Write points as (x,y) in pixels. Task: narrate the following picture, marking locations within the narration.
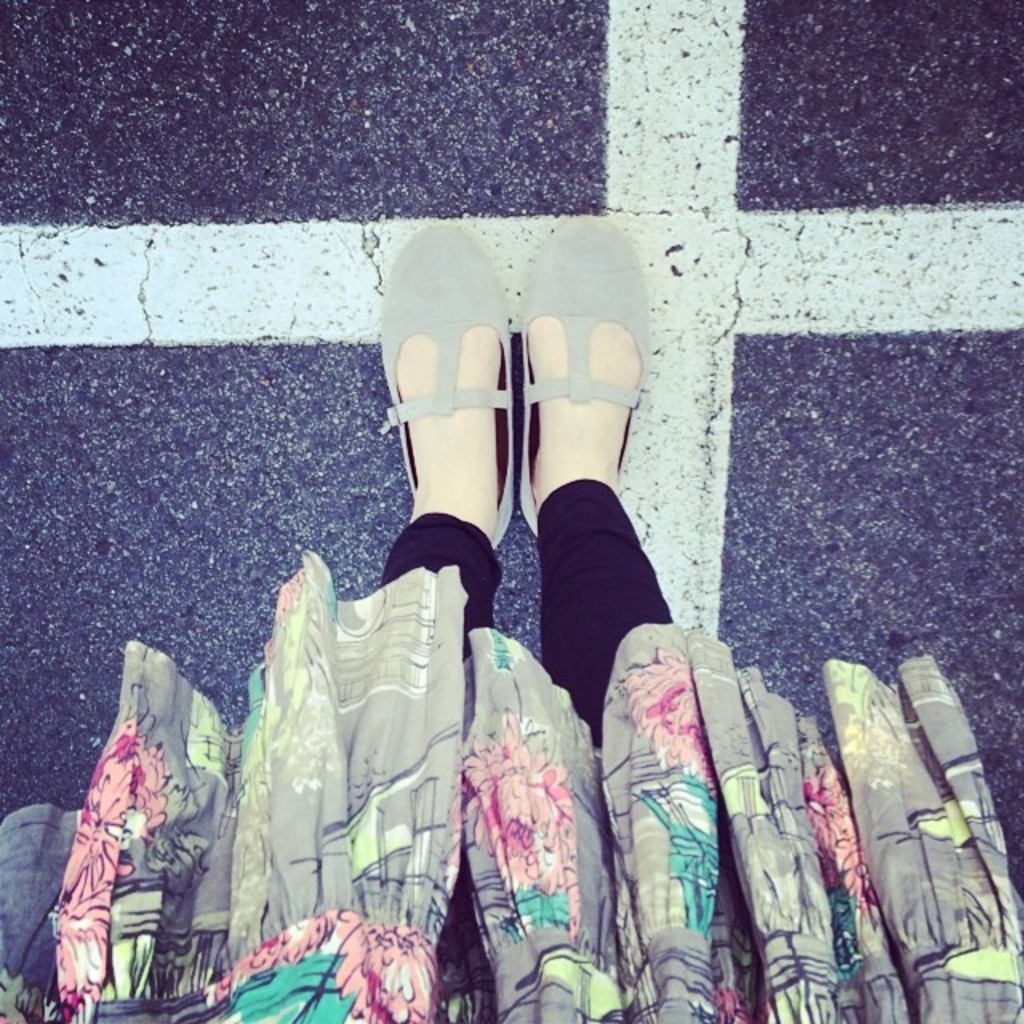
In this image we can see the legs (464,882) of a person (492,908) on the ground (697,285).
